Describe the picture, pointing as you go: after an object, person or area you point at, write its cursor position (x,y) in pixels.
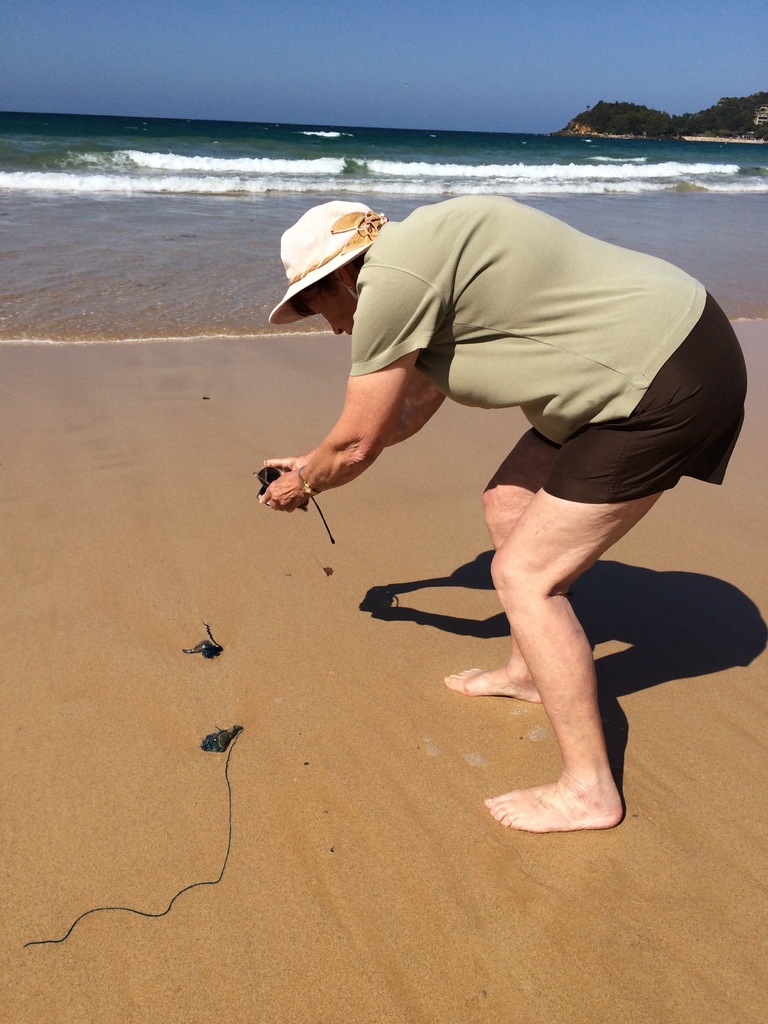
In the center of the image (388,417), we can see a person (370,317) wearing a hat (305,263) and holding a camera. At the bottom (159,684), there is sand (128,584) and some things (203,655) on the ground (315,846). In the background (641,108), there are hills (697,117).
